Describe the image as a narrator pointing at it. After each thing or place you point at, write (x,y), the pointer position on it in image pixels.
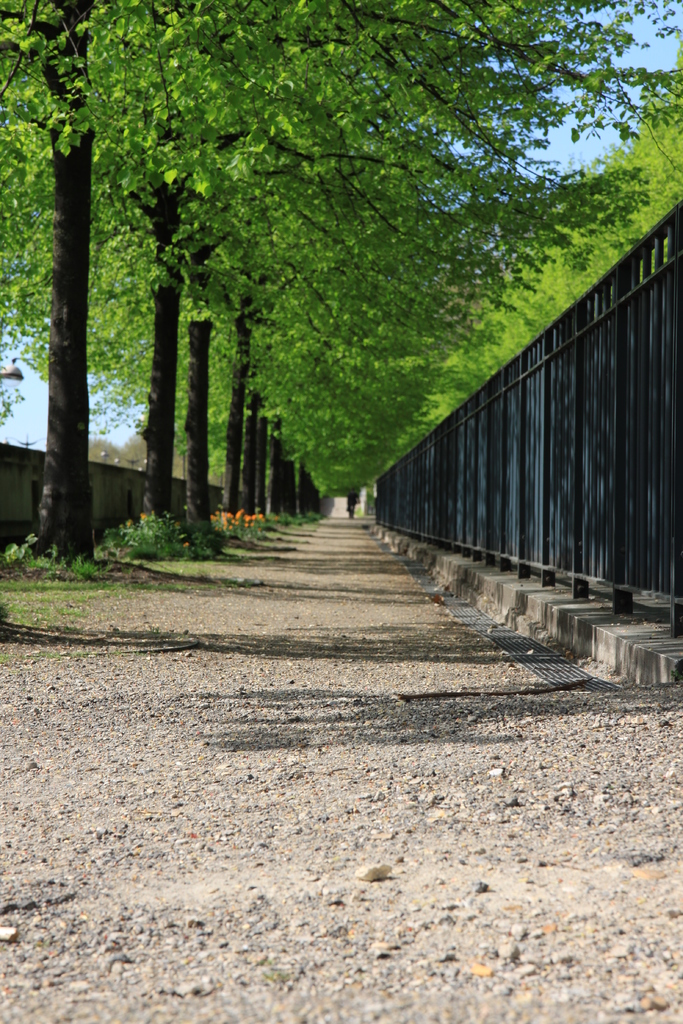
In this image there is a fencing gate (467,530) at right side of this image (562,492) and there are some trees (367,390) as we can see at top of this image (301,319) and there is a wall (27,504) at left side of this image (17,510).
